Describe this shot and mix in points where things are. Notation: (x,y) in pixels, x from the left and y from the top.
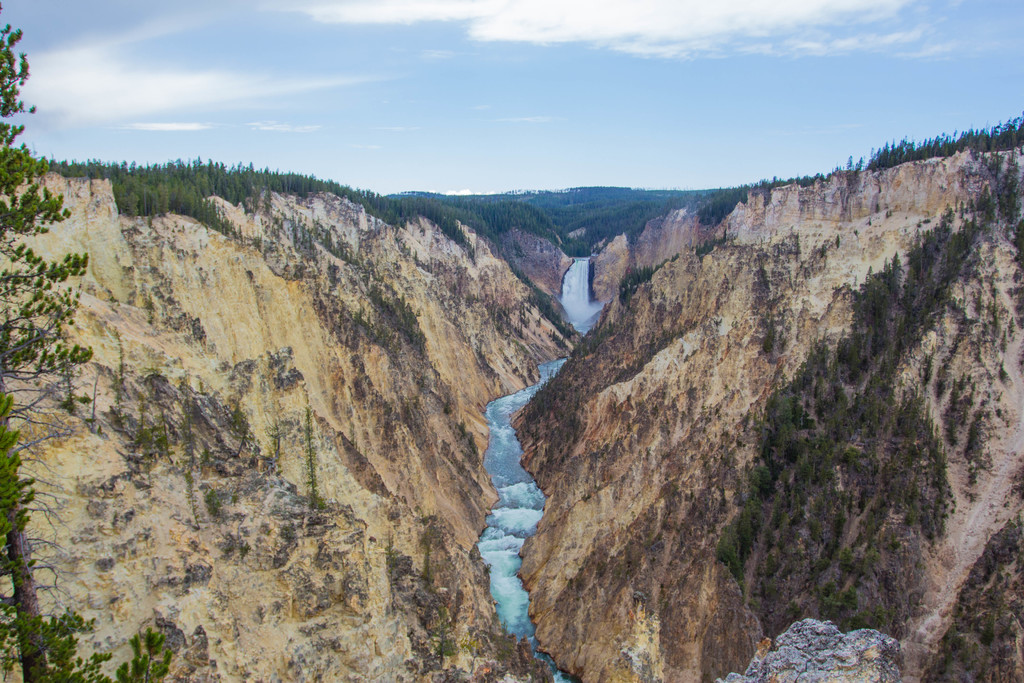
In the center of the image (573,277) there is water (496,449). On both right and left side of the image (195,440) there are rocks (336,376). In the background of the image (628,203) there are trees (586,199) and sky (526,86).
